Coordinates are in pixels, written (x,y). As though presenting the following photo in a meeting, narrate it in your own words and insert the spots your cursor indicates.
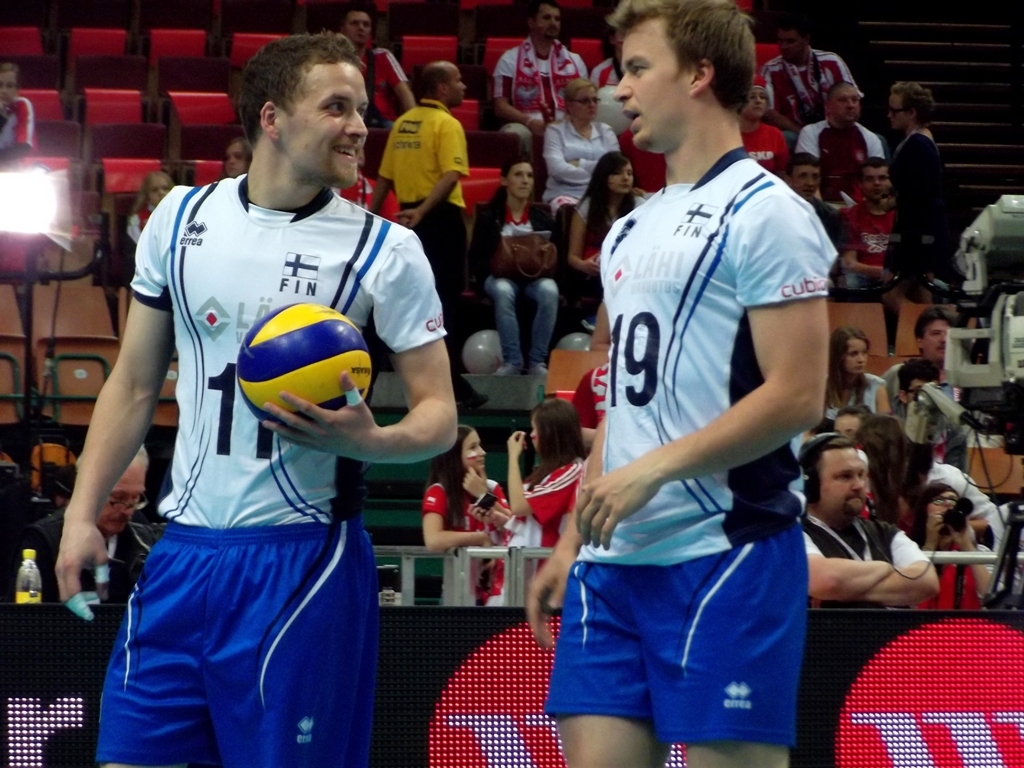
In this picture there are two men (430,437) standing and one of the guy (312,246) was holding a ball (264,353) in his hand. There is a railing (509,564) in the background (526,580) and some of them was sitting and some of them was standing in the stands (153,70) here.
